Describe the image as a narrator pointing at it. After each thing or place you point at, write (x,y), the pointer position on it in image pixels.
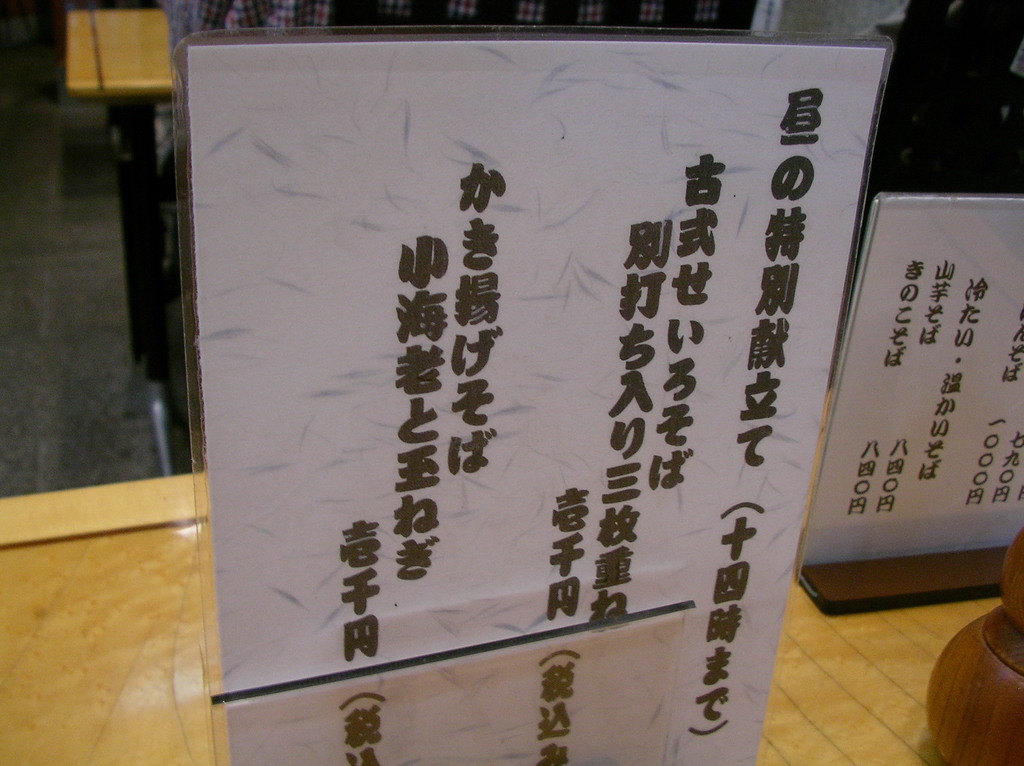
In this image we can see advertisement boards (344,209) placed on the table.
